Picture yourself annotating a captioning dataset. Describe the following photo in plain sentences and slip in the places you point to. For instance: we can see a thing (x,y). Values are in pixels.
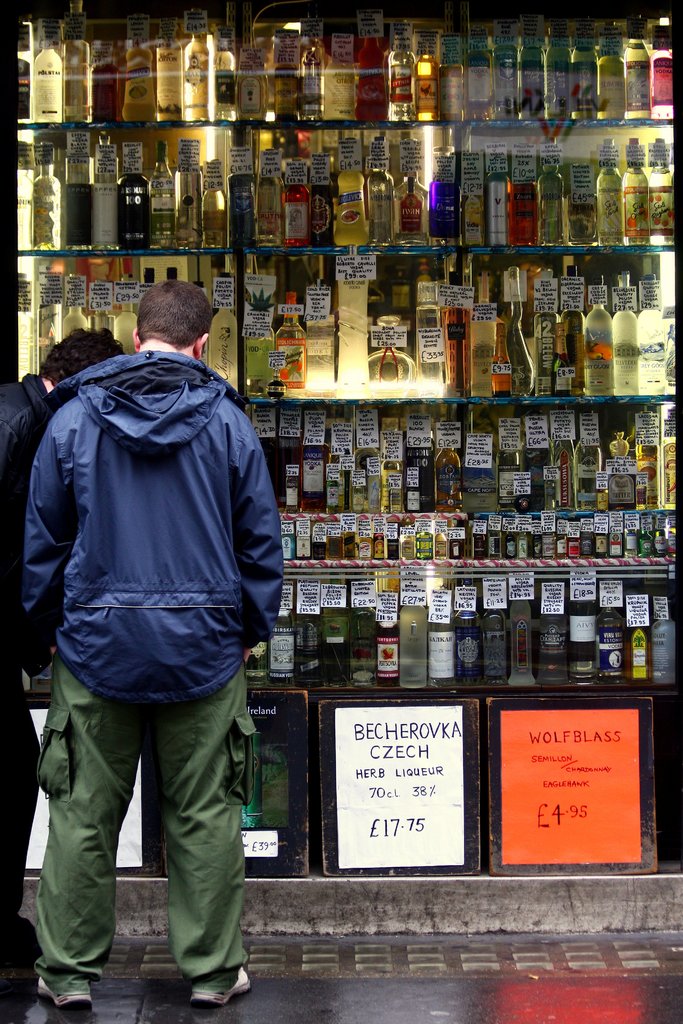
In this picture I can see two men (52,571) are standing. Here I can see bottles (298,198) and boards (491,783) on which something written on it. This person (155,553) is wearing a jacket (155,523), pant (98,854) and shoes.
